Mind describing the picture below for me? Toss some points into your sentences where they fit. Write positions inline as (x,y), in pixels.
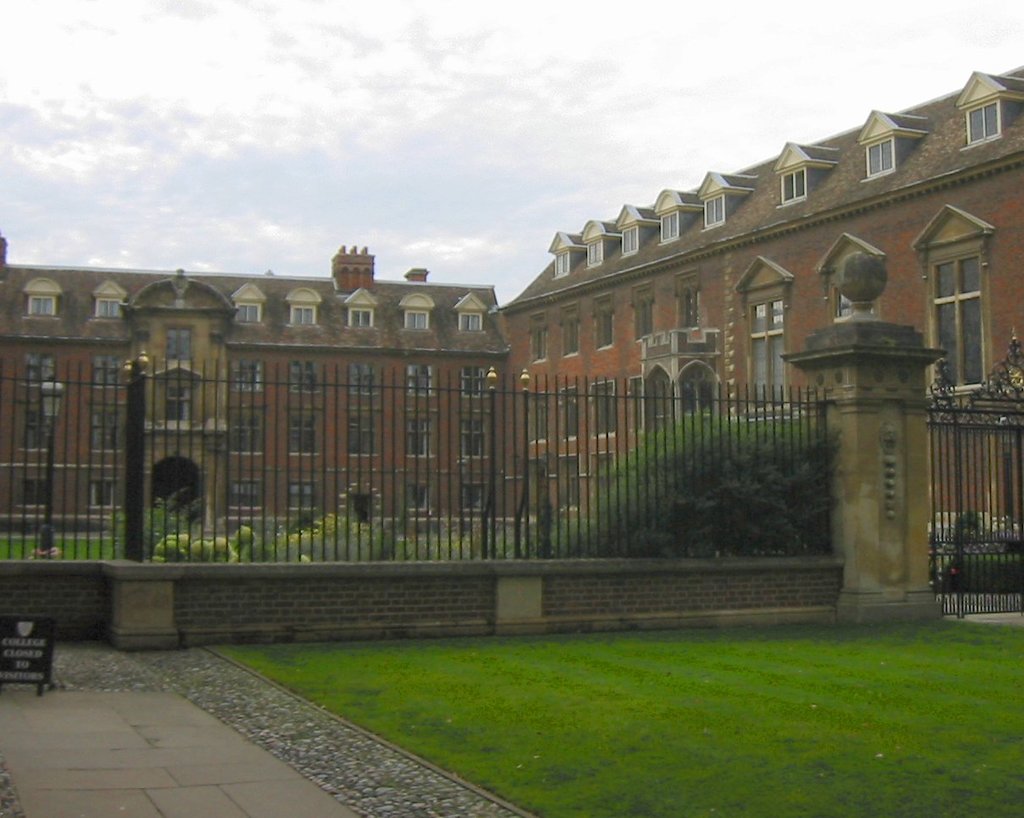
In this image we can see grass (622,643) on the ground (559,674), board (21,678) on the surface (91,703), wall (832,595), fence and gate (973,422). In the background (307,468) we can see plants (430,542), building (407,378), windows (614,422) and clouds (277,252) in the sky (170,70).
